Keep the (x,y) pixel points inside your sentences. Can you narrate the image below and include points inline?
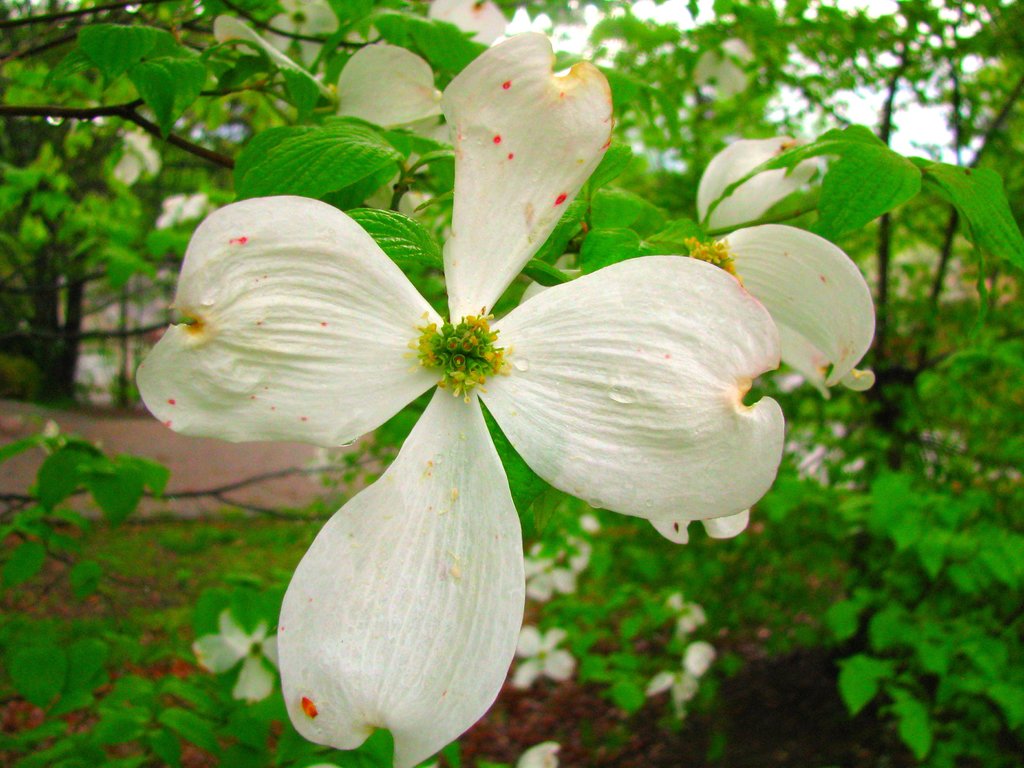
In this picture there is a tree (855,181) which has few white flowers (499,351) on it and there are few leaves (679,206) beside and behind it.
